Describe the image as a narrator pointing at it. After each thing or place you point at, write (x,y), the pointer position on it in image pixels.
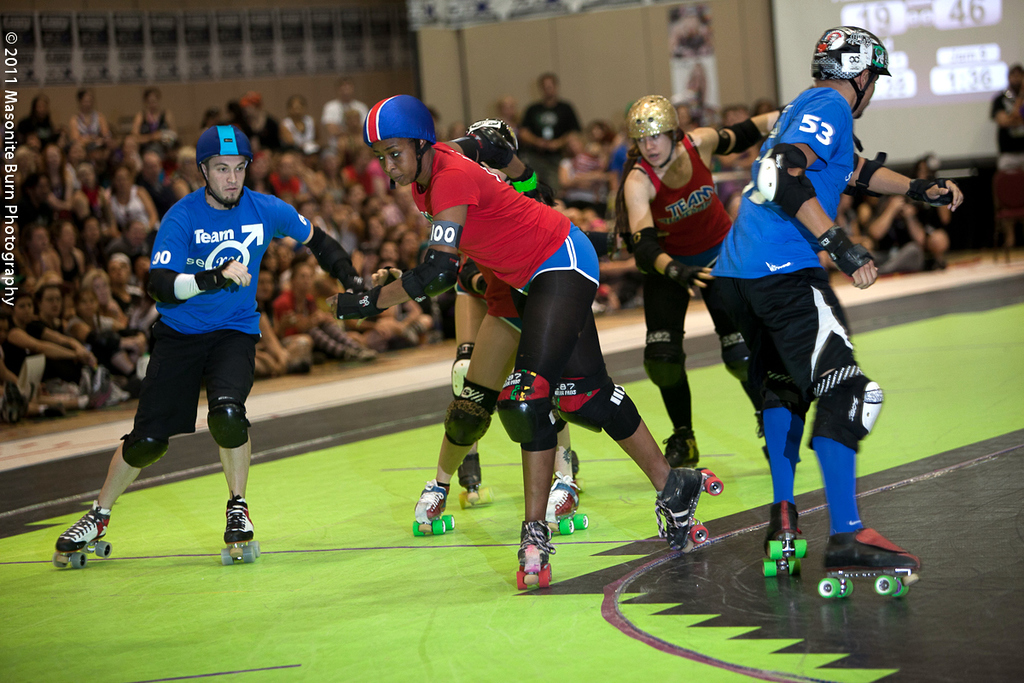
In this image we can see some men (234,313) and women (518,208) wearing red and blue color t-shirt (221,313) are doing skating. Behind there is a group of audience (18,259) sitting and watching them. In the background (569,48) we can see a projector screen (797,64) and brown color wall (486,69).
